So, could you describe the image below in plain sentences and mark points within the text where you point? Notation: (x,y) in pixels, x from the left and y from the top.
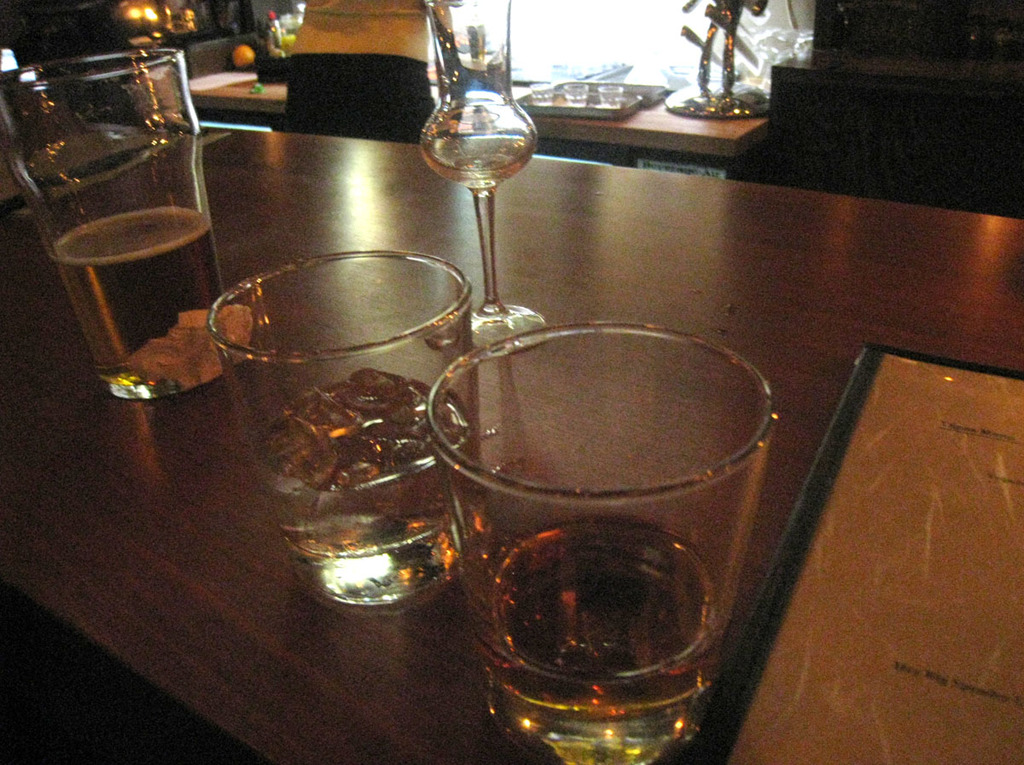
In this image we can see tables (785,350). On the tables (775,359) there are glass tumblers (326,273) with beverage (294,416) in them, trays (575,112), knife holder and condiments (280,38).
